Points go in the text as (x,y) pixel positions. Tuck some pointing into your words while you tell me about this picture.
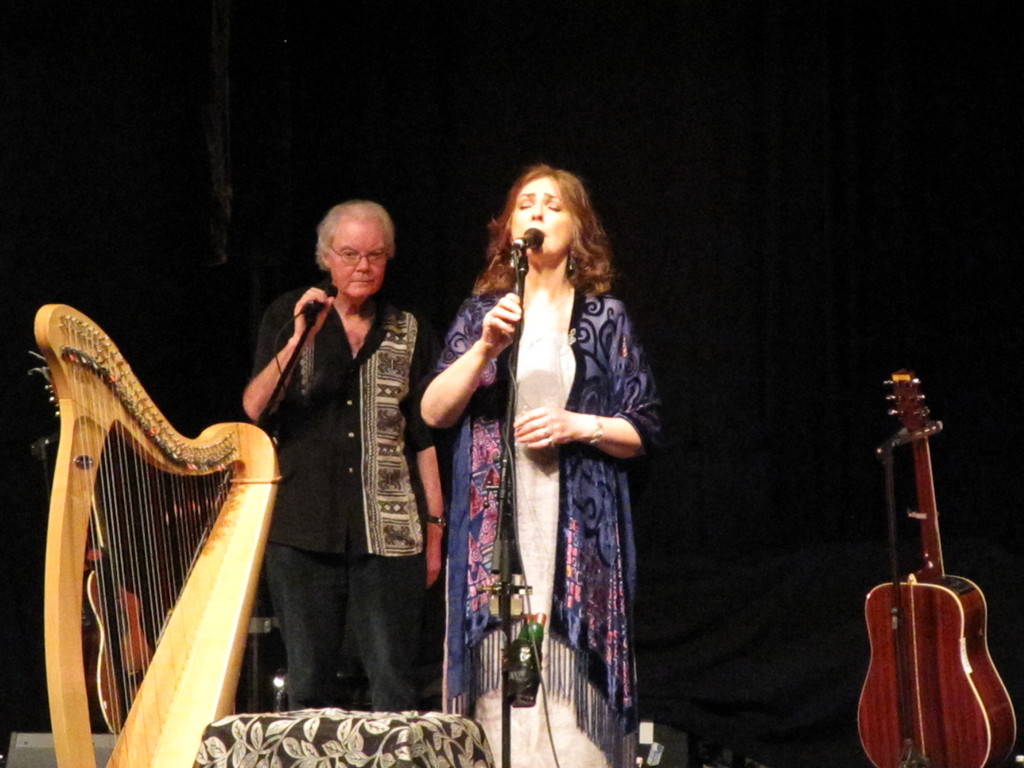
In this image I can see two people (570,668) and also few musical instruments (142,745). I can see a mic (539,242) in front of a woman (573,330).
